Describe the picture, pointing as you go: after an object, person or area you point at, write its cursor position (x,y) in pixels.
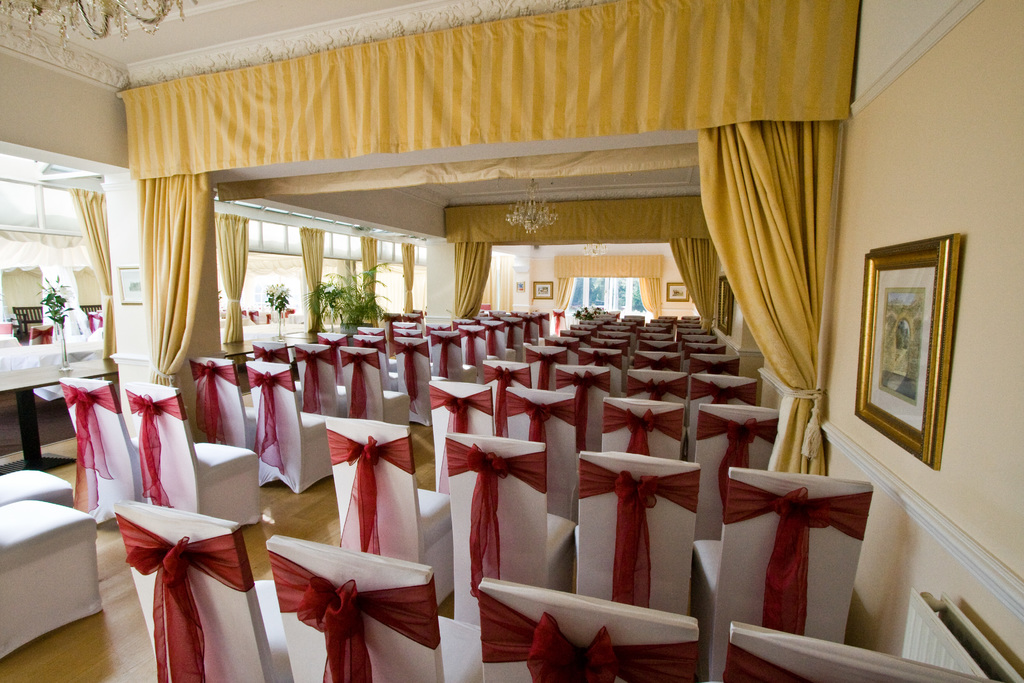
In this picture we can see the inside view of a hall (12,441). These are the chairs (583,411). There is a curtain (715,211) and this is frame (921,374). There are plants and this is wall (980,152).
